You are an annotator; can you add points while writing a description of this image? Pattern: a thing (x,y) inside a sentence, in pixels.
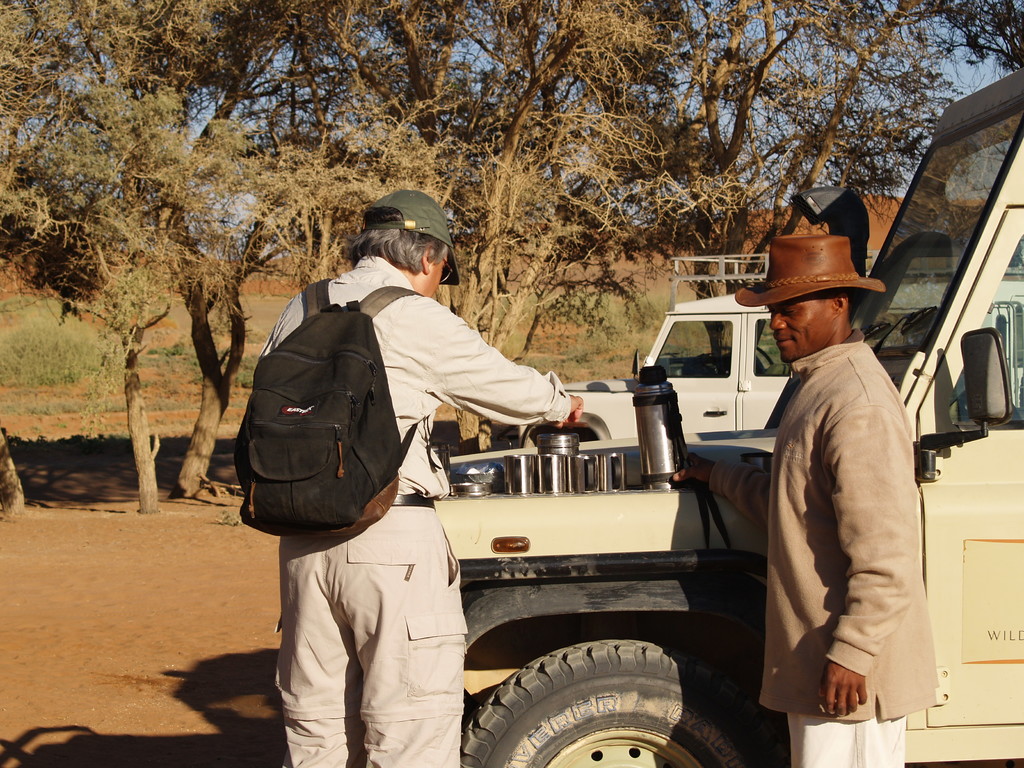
In this image i can see 2 persons (797,519) wearing hats (789,270), the person (403,248) on the left side (324,380) is wearing a bag (309,443), and the person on the right side (793,285) is holding a jar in his hand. In the background (748,360) i can see few vehicles (704,332), trees (523,126), grass (59,355) and sky (964,77).
